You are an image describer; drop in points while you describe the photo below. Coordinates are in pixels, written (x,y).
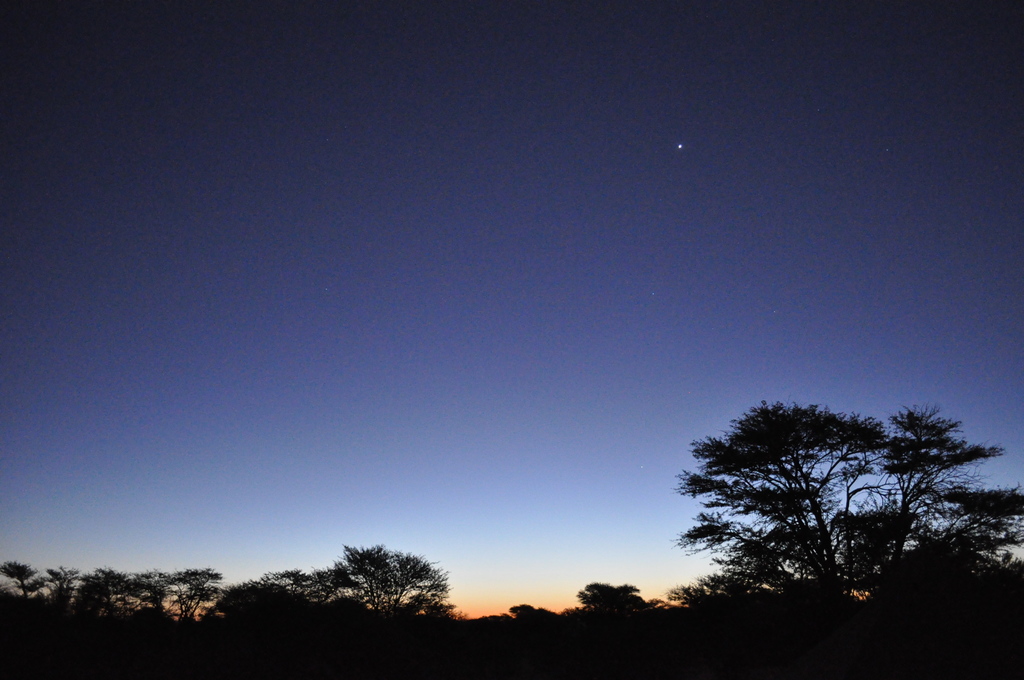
At the bottom of the image (431,653), we can see trees (441,649). In the background (339,379), there is the sky (520,341).
